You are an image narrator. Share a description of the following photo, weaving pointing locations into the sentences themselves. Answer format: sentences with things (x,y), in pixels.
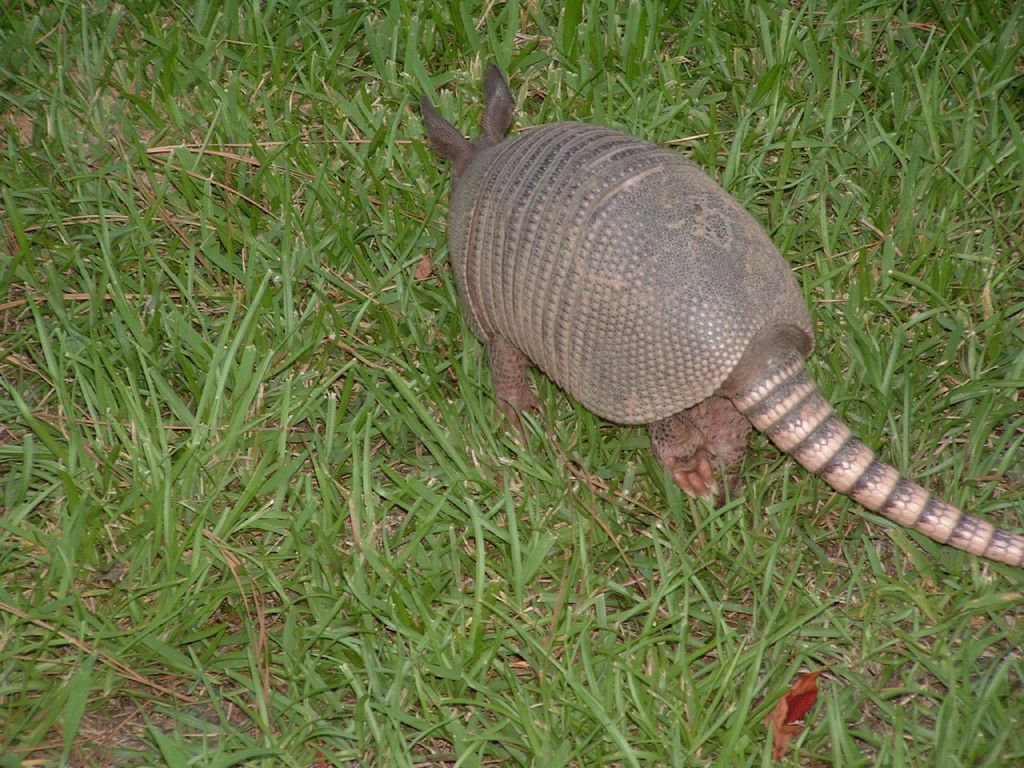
In this image, we can see an animal (662,320) walking on the grass (575,498).
